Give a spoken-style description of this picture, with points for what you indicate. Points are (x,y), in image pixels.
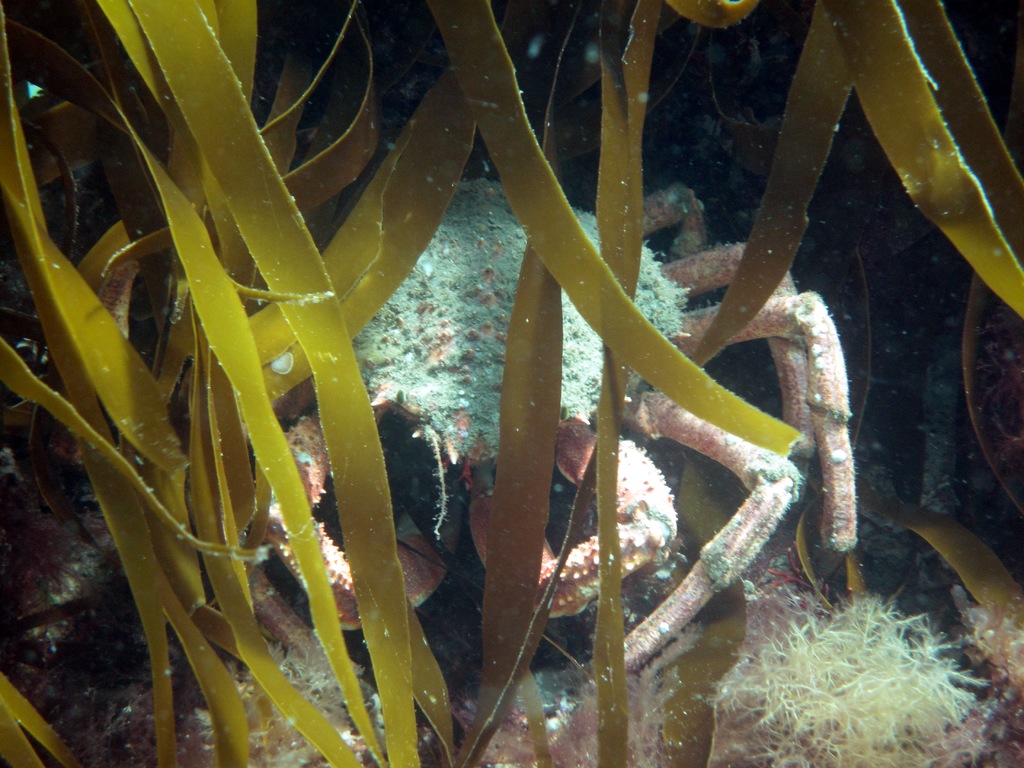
In this picture we can see crab (283,405) and plants (966,713) under the water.
